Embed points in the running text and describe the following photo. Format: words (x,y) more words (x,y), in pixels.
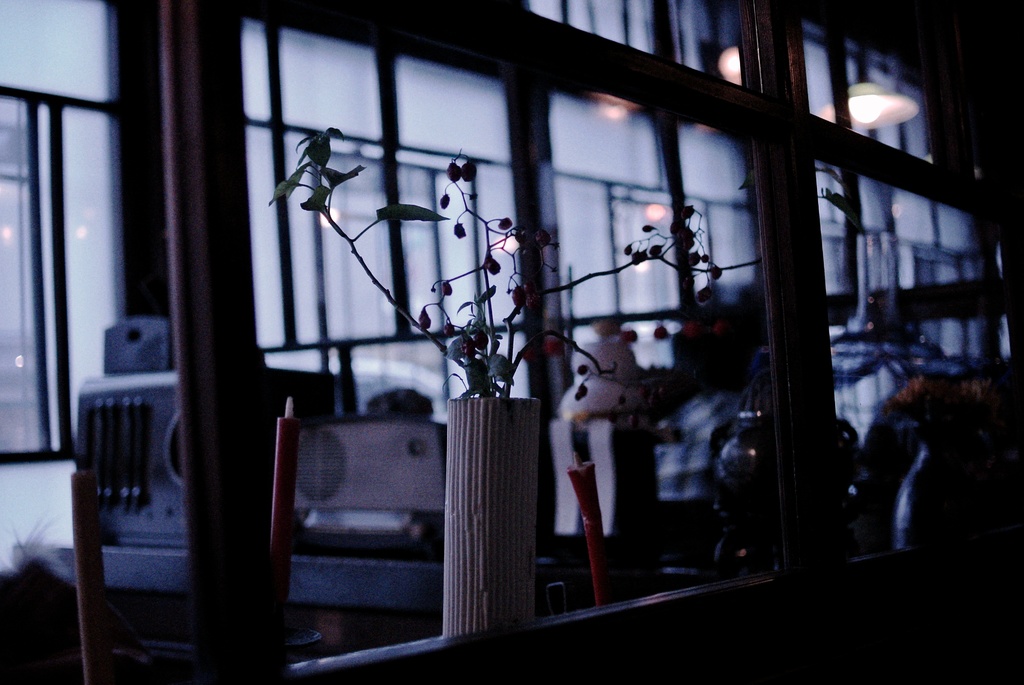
In this picture we can observe a white color flower vase (471,442) in which we can observe a small plant (474,379). We can observe windows (74,255) in the background (475,200). There is a light (862,111) on the right side (874,112). We can observe a machine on the left side (163,459).
